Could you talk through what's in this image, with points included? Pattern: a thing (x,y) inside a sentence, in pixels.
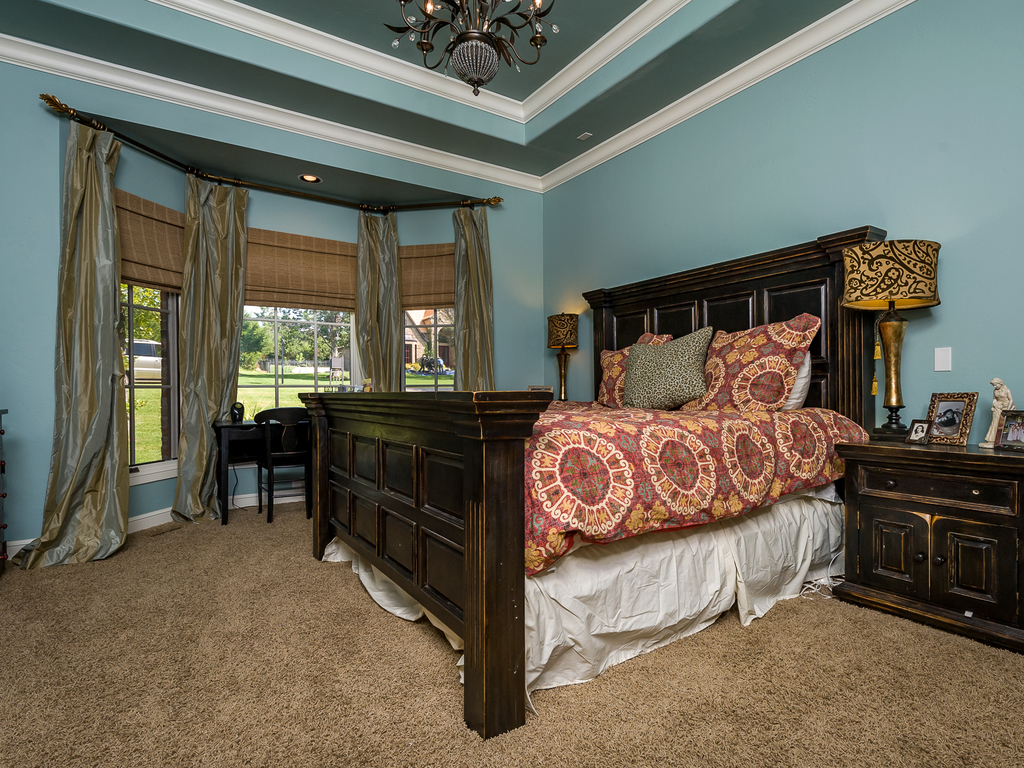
In this image I see a room (949,7), in which there is a bed (480,681), 2 lamps (928,264), a cupboard (861,471) and few things (919,423) on it and I can also see that there is a window (175,296), a table (224,433), a chair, 4 curtains (472,248) and lights (403,32) over here.
